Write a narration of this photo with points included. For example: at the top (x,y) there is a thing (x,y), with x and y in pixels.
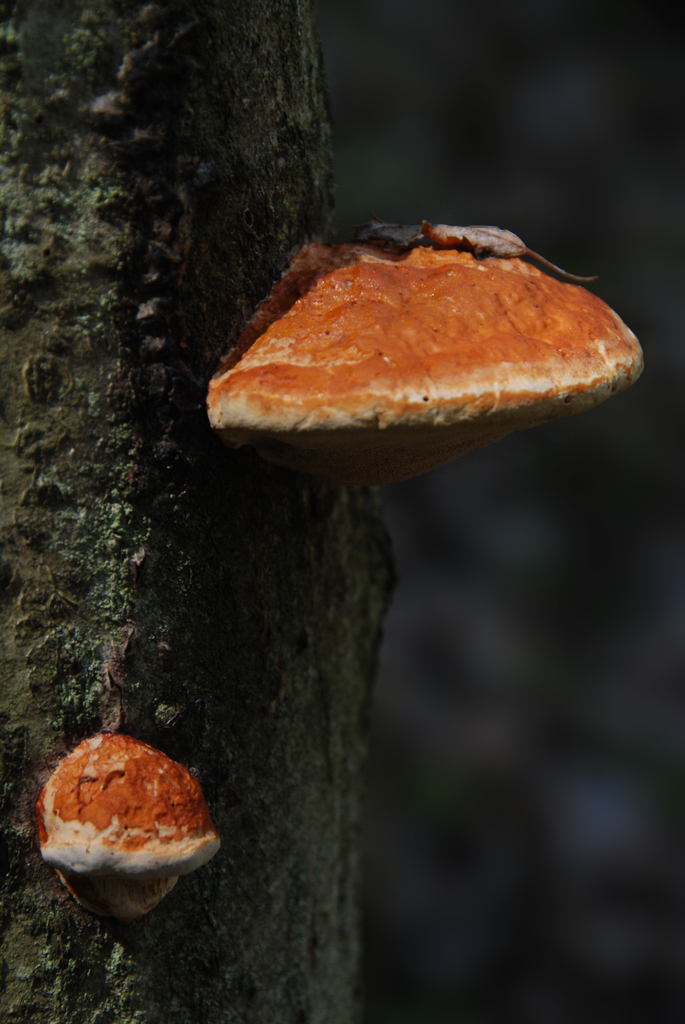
In this image we can see two objects (121,786) attached to the tree stump (115,670) look like mushrooms (311,440), one dried leaf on the object (455,349), the background (563,939) is dark and blurred.
